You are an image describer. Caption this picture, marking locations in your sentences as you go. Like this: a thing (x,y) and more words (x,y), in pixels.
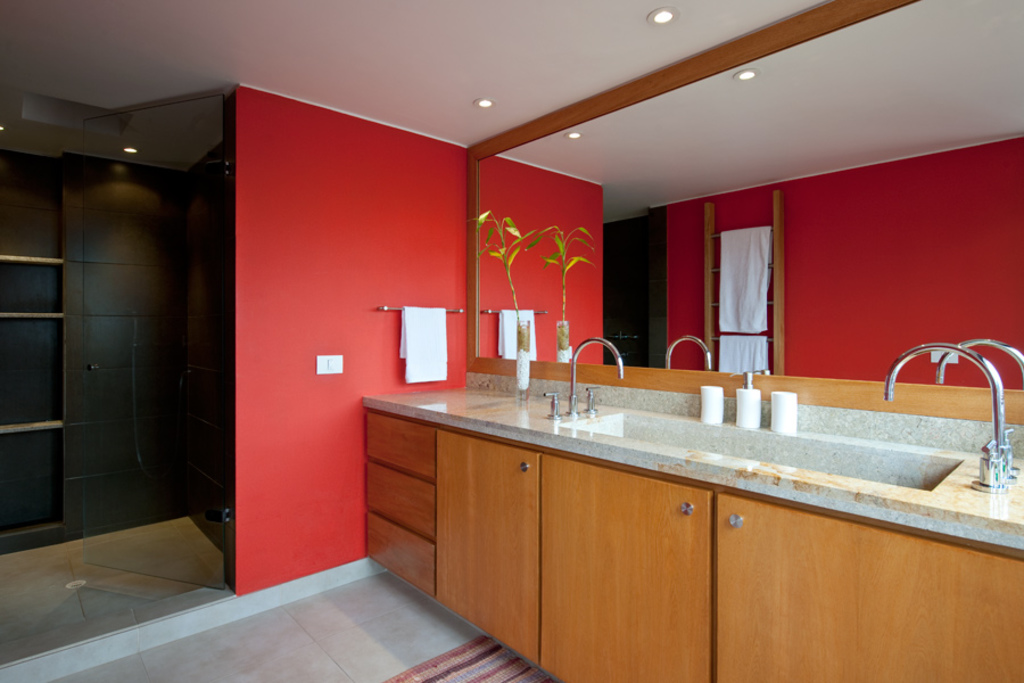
In this image, we can see sink (858,465) with taps (989,471), tissue rolls (783,426), cupboards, racks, wall (190,373), mirror (704,376), house plant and rod (380,309) with towel (427,348). At the bottom of the image (267,629), we can see the floor (269,637) and floor mat (457,670). At the top of the image (439,49), we can see the ceiling (417,43) with lights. On this mirror (709,230), we can see reflections (725,256).
